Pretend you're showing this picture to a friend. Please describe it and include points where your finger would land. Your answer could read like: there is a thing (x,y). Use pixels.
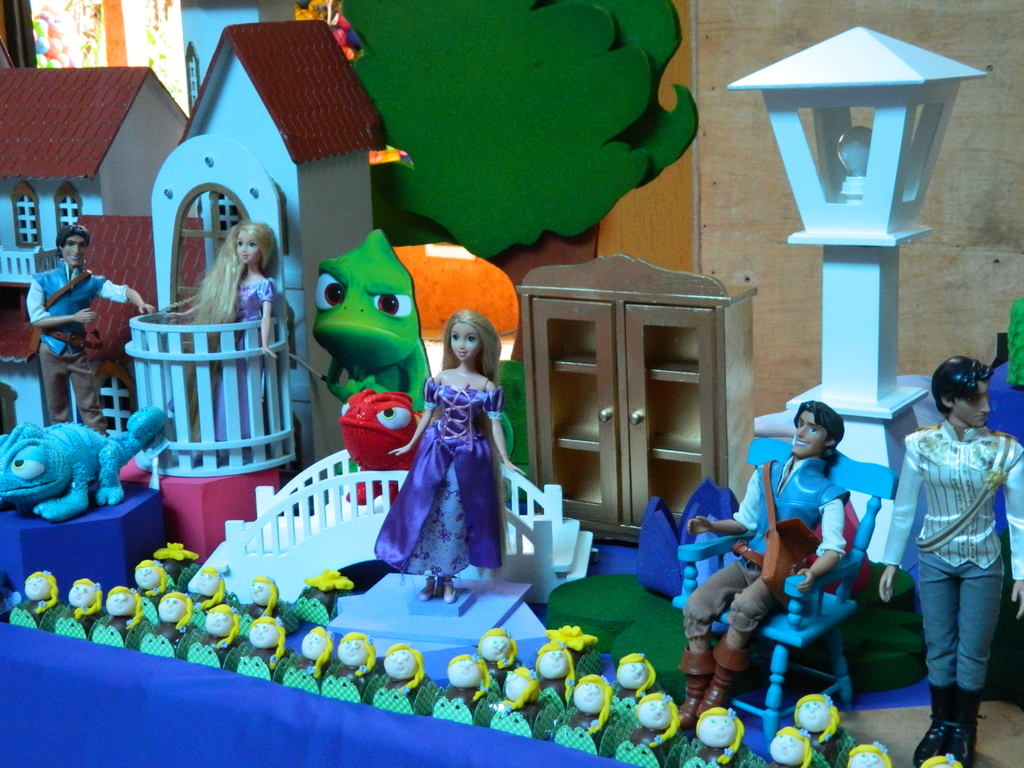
In this picture, it seems to be the model of a barbie house (567,287) in the image.
